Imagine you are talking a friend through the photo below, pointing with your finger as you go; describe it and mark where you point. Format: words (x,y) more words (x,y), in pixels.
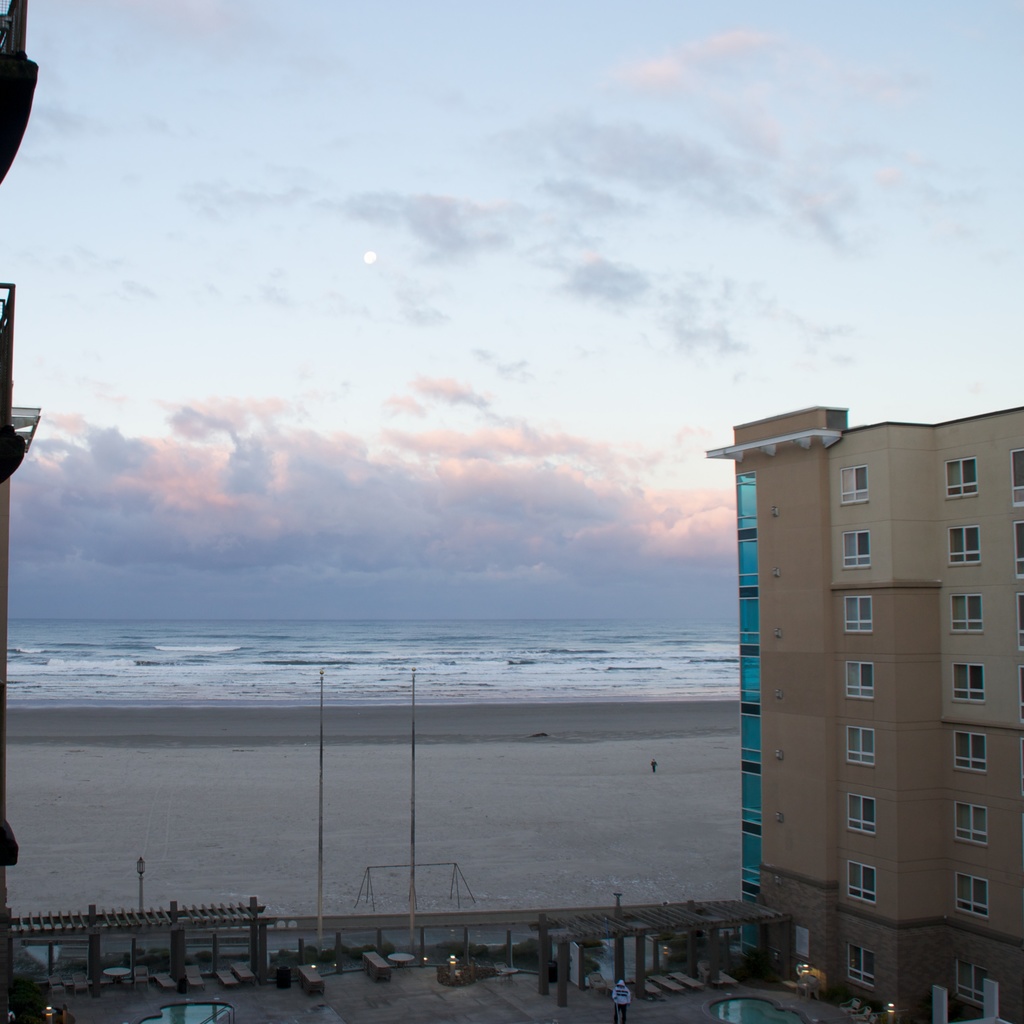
In this image we can see buildings (863,898) in between there are some persons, in the background (355,778) we can see seashore (501,834) and there is a person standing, there is water (443,639) and top of the image (506,250) there is cloudy sky (489,327).
